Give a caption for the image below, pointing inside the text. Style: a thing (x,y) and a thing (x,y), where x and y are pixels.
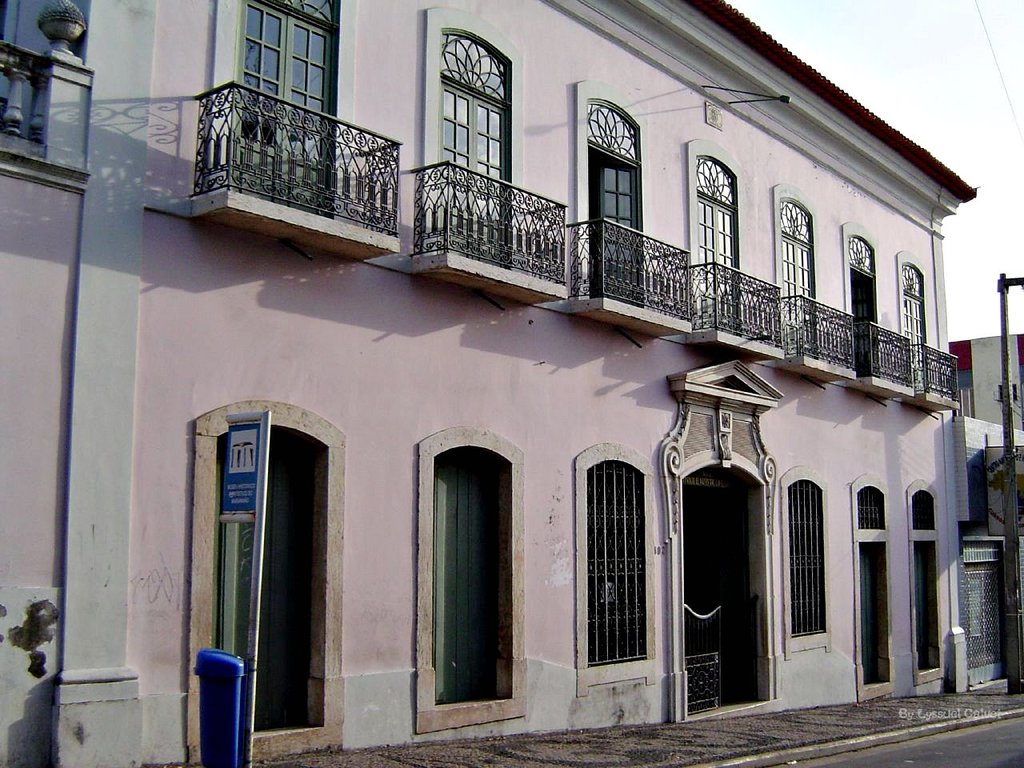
In this image I can see few buildings (545,456), few boards (251,450), few poles (1016,507), a wire (996,57) and here I can see a blue colour thing (213,661). On these boards (245,439) I can see something is written.
